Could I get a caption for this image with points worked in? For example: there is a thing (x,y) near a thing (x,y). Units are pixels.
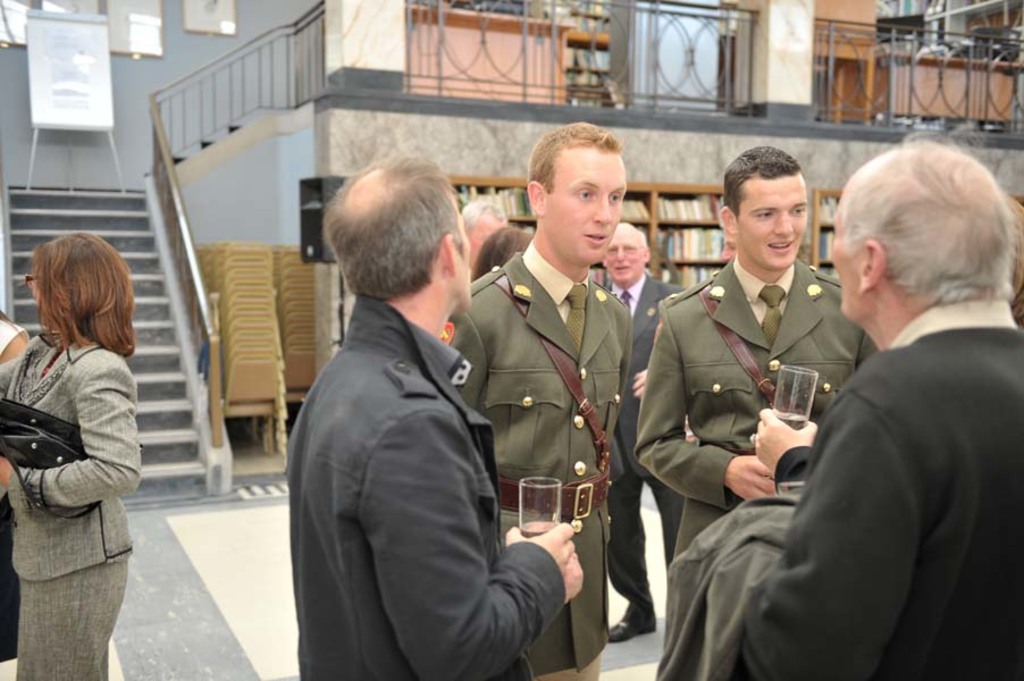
In this picture there are two persons (541,582) standing and holding the glasses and there are two persons (564,321) with similar dress (672,433) are standing. At the back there are group of people (99,384) and there are books (632,215) in the cupboard (632,215). On the left side of the image (238,150) there are chairs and there is a staircase (238,150) and there are frames (157,32) on the wall (240,11) and there is a board (63,110) on the stand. At the top (537,77) there is a railing (727,37) and behind the railing (568,94) there is a table (984,86).
